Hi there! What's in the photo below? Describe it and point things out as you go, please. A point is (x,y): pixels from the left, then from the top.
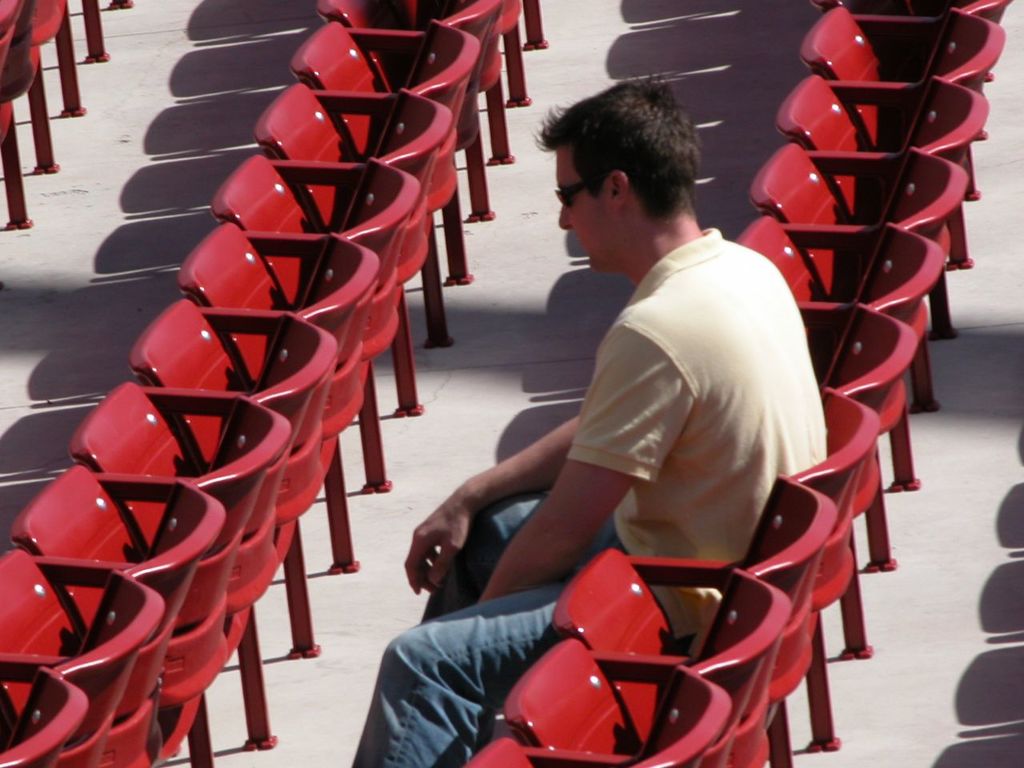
In the picture there are lot of red color chairs (427,260) and in between them there is a man (622,346) who is wearing yellow color shirt (727,463) and black goggles (571,187) sitting on the chair (840,462).
